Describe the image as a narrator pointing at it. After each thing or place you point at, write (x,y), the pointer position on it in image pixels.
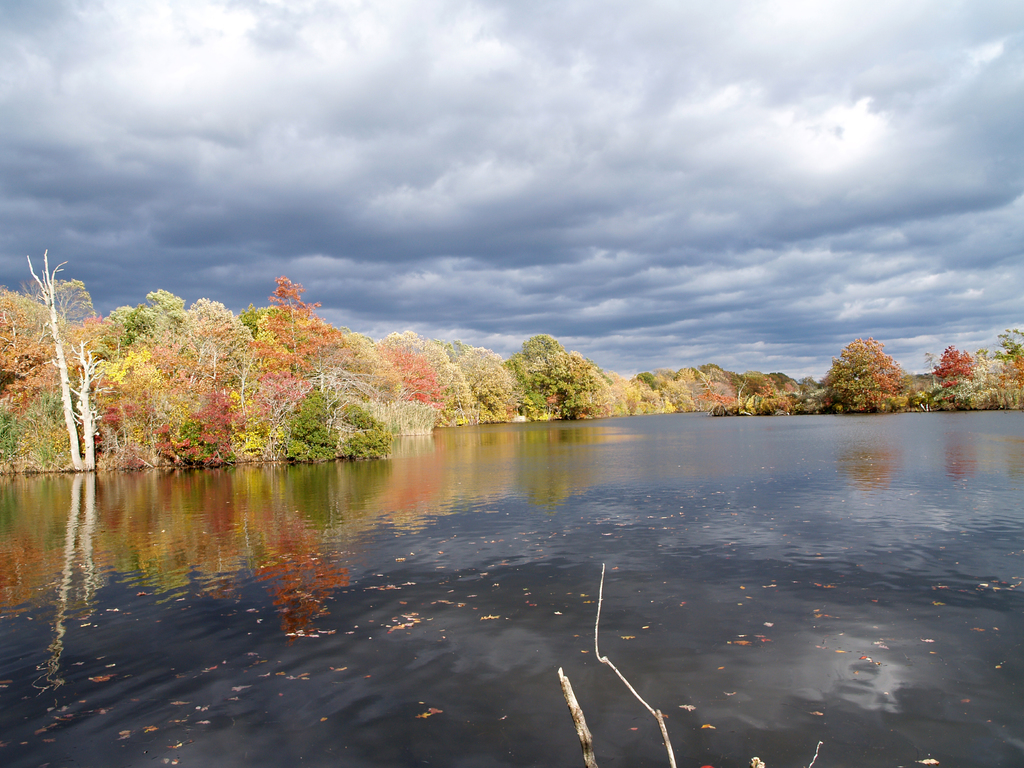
In this picture I can see trees (537,369), water (483,498) and a blue cloudy sky (479,220).
